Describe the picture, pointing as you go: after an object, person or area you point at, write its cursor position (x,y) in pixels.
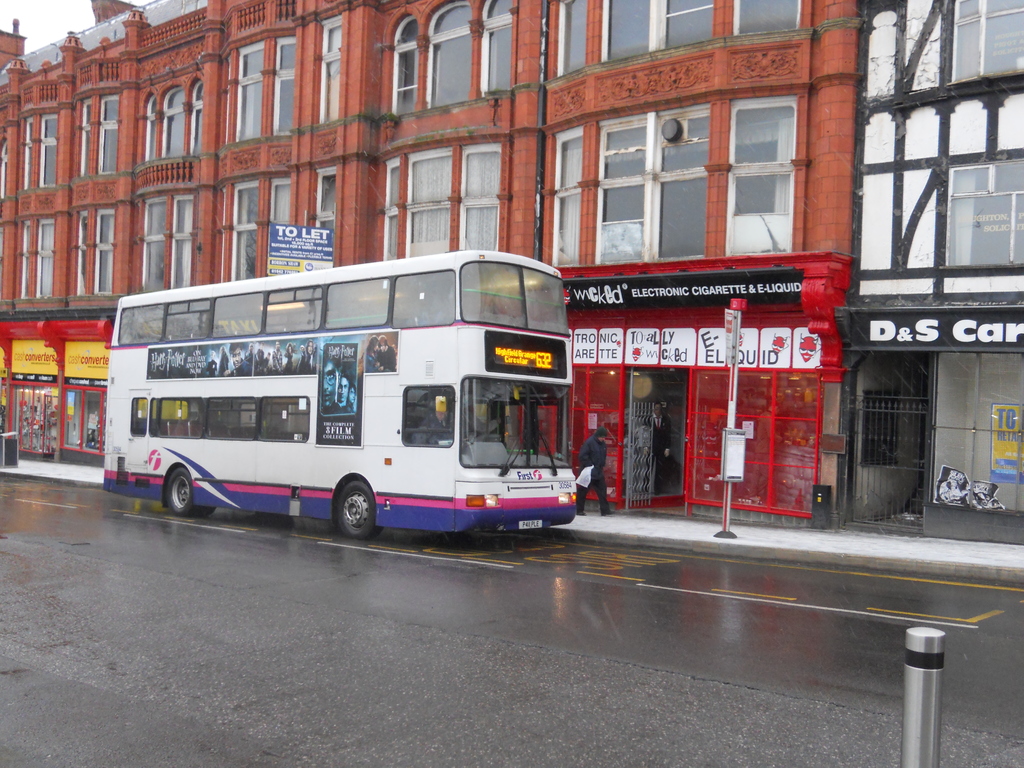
In the center of the image (414,352) we can see a bus (341,409) on the road (461,611) and we can see a person (601,477) walking. There is a sign board (722,448). In the background (745,273) there are buildings (734,186) and sky (21,1). At the bottom (390,692) there is a road (428,687).
